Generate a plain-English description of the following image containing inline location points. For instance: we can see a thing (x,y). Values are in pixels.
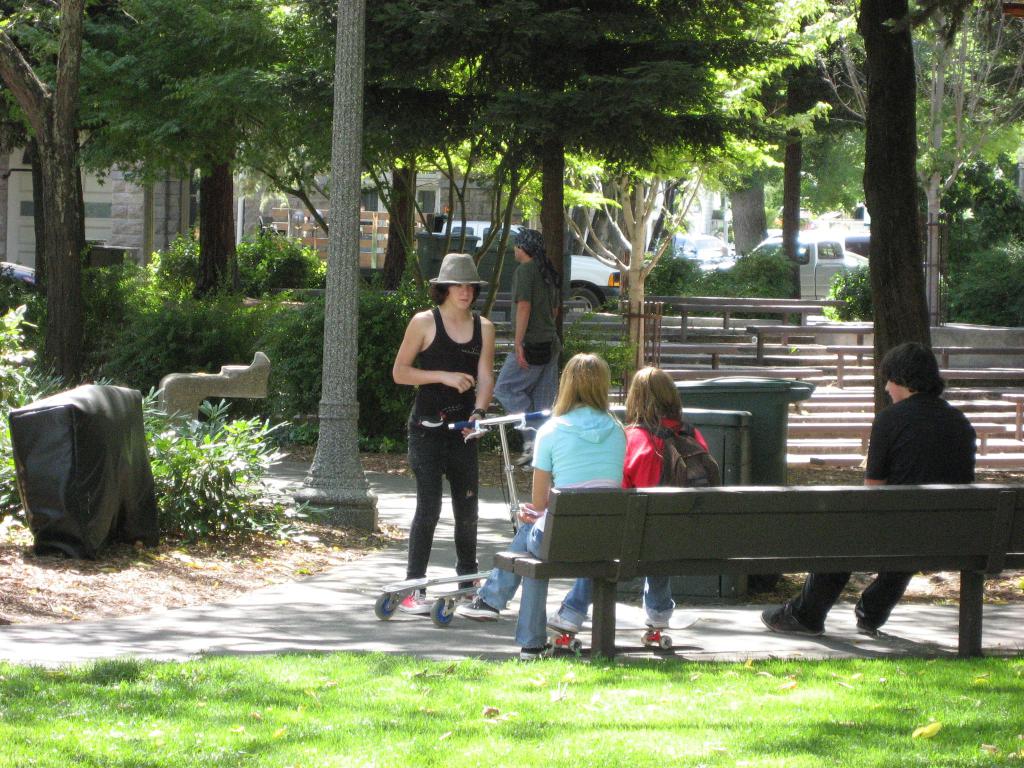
There are three people (900,445) sitting on the bench (686,536) and two people (450,383) standing. I think this is the dustbin (754,420). This is the pillar (353,137). These are small bushes (179,339), plants (217,512) and trees (538,99). At background (830,262) i can see vehicles (588,267).
